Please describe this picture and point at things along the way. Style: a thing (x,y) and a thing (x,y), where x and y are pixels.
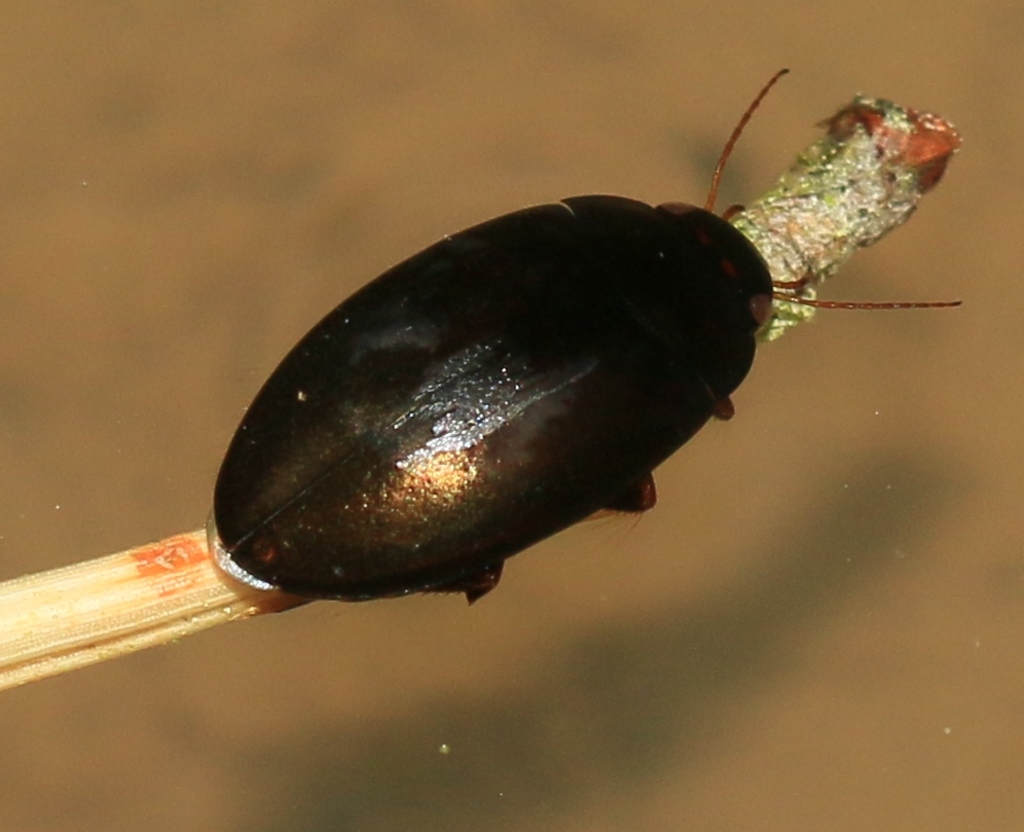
In this picture I can see a insect (632,332) on the stick (100,631) and the insect (391,450) is black in color.
